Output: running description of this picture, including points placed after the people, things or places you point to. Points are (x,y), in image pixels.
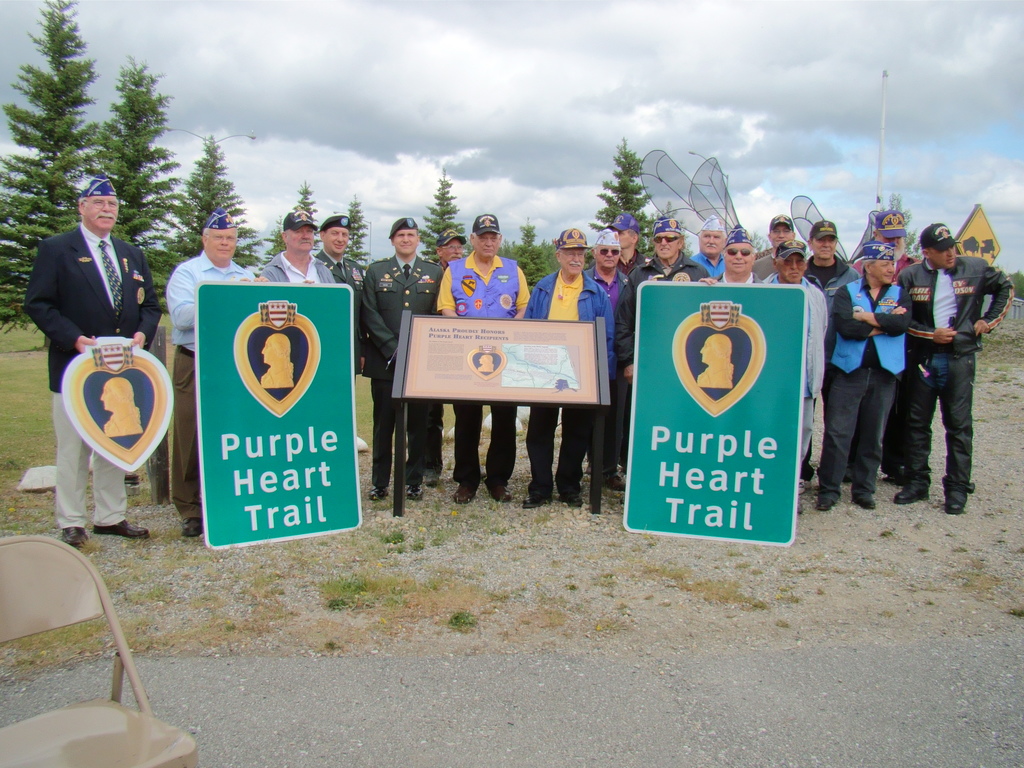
This picture is clicked outside. In the bottom left corner (93,595) we can see the chair (24,554) is placed on the ground (621,498). In the center (674,503) we can see the text (747,507) and the depictions (697,361) of some objects (268,372) on the boards (669,412) and we can see the group of people (287,251) wearing caps (480,230) and standing on the ground (1021,437). In the background (772,75) we can see the sky (365,65) which is full of clouds (385,142) and we can see the trees (3,320), green grass (9,378), lamp posts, pole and some objects (803,216). In the right corner (979,229) we can see a board (965,239) containing the depictions (982,251) of some objects (974,248).
